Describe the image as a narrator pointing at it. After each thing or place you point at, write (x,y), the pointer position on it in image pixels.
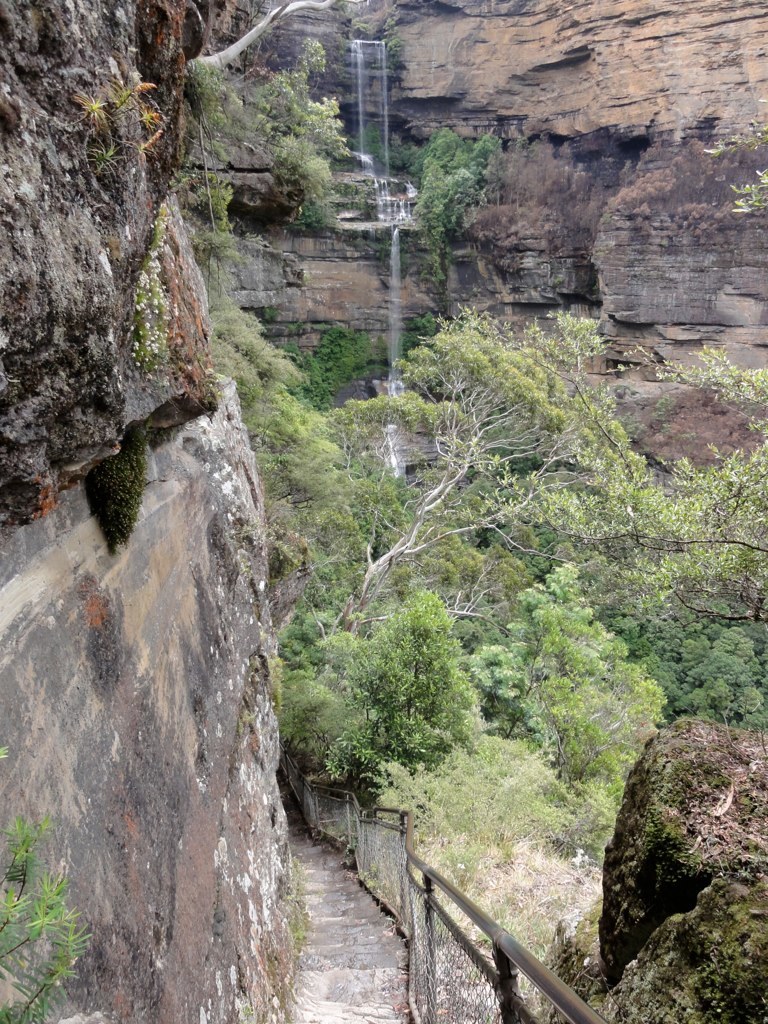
In this image, I can see a waterfall (359,56) from the hills (177,532) and the trees (565,559). At the bottom (437,907) image, I can see the pathway (331,921) and fence (402,884).
